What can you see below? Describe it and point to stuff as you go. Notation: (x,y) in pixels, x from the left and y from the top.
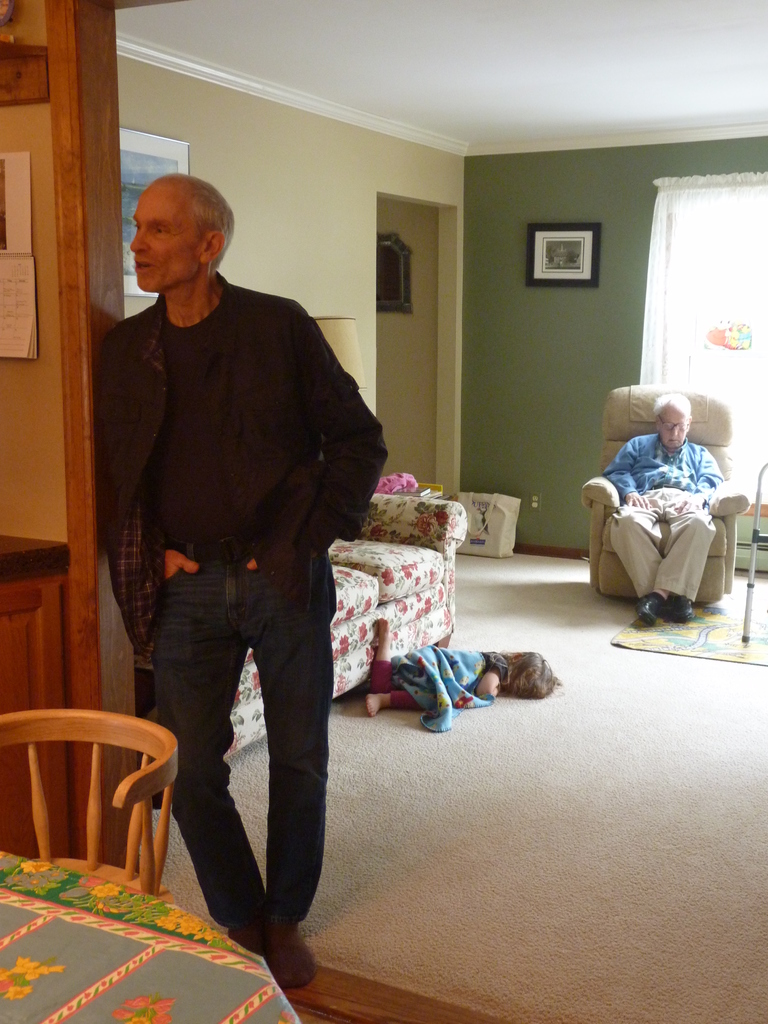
This person (217,860) standing. This person (500,692) laying on floor (573,685). This person (670,608) sitting on the chair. We can see sofa (375,607) on the floor (567,748). On the background (447,172) we can see wall (575,177), frame (568,246), curtain (736,305).
